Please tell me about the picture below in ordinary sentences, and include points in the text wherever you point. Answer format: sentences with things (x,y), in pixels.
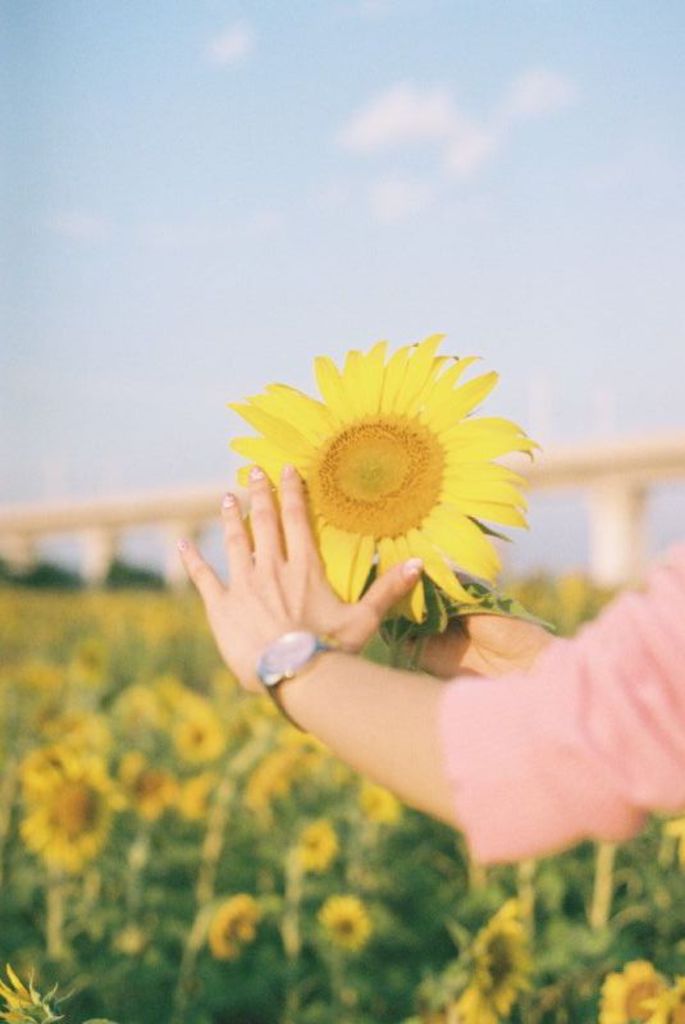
In this image I can see a person's hand (513,670) which is holding a flower (406,448) on the right side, in the middle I can see flowers (138,762) and bridge (551,470) and at the top (335,187) I can see the sky (243,163).
